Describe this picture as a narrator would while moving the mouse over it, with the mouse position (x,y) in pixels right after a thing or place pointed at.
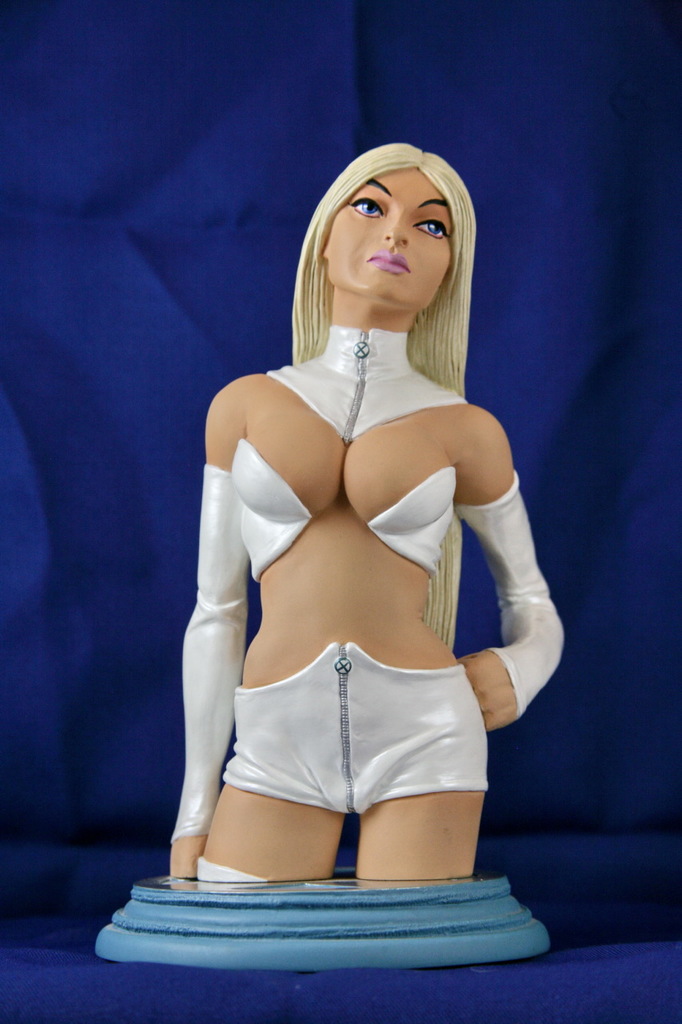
In the image we can see the sculpture (420,538) of a woman (347,570) wearing clothes (403,521) and the background (149,562) is blue.
